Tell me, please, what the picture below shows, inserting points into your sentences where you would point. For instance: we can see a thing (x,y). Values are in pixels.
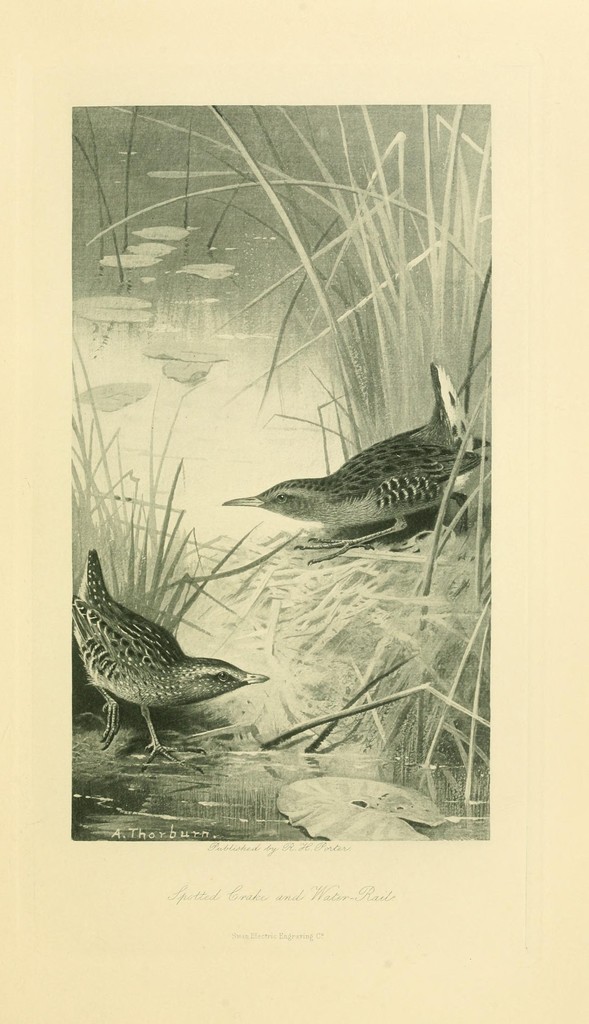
This image is a painting. In this image we can see birds (376,497), grass (303,631), water (230,409) and plants (342,299).
